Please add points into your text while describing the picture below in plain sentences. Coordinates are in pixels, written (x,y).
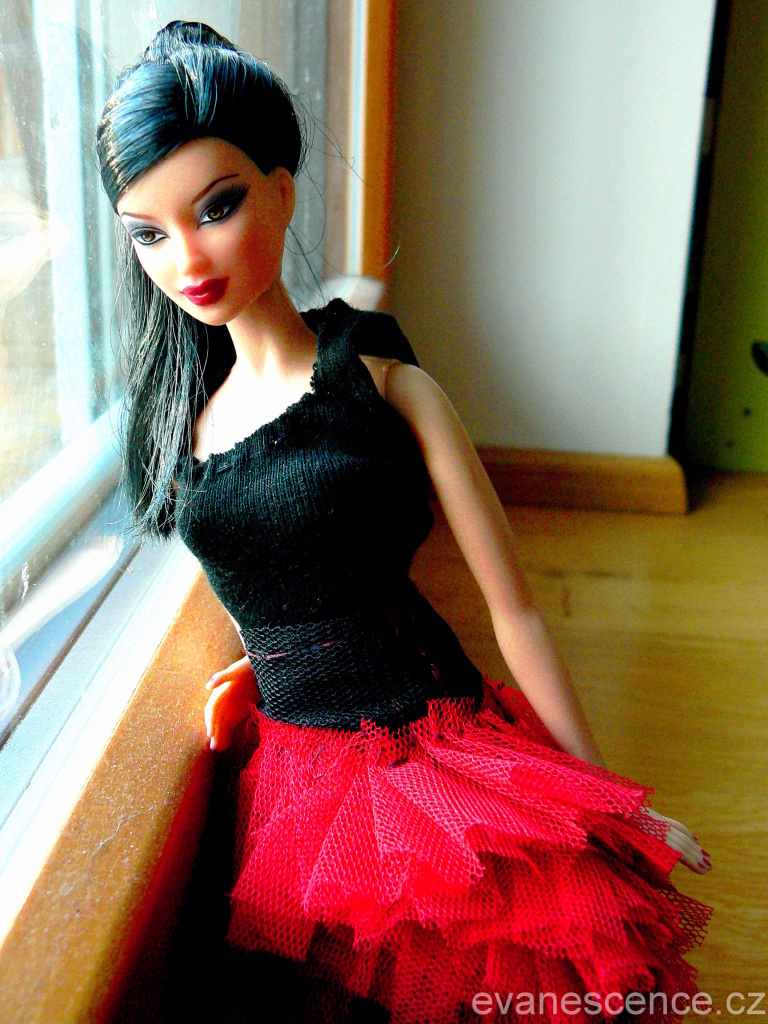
In this image there is a doll (404,672) on a floor (441,514), on the left side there is a glass (274,68), in the background (577,288) there is a wall (641,296), on the bottom right (551,999) there is text (757,995).
